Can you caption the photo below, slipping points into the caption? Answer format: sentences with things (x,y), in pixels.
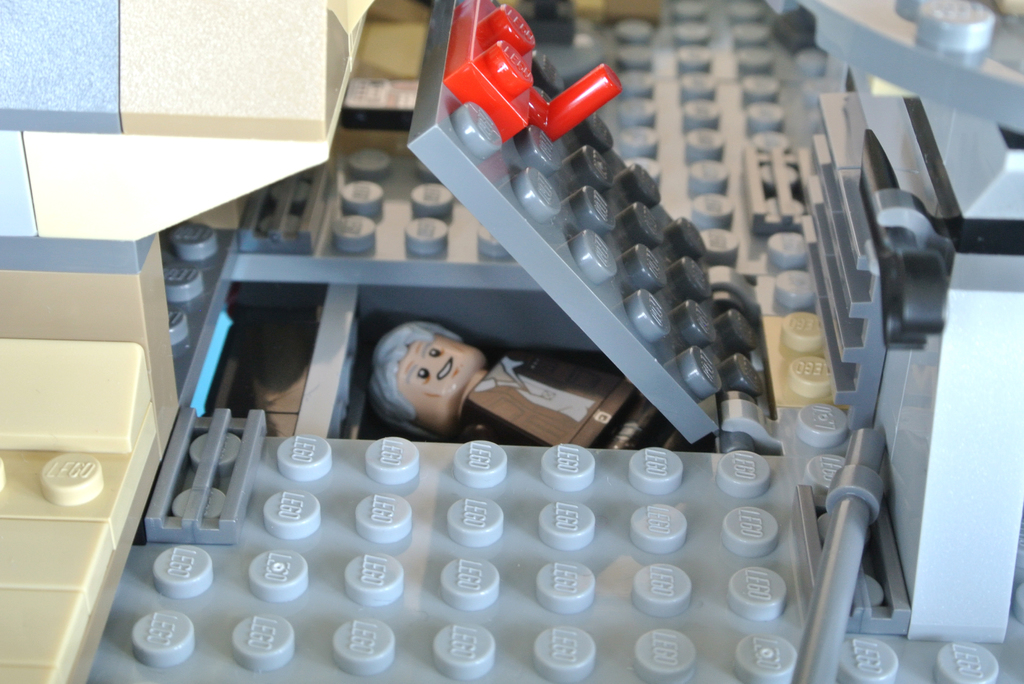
In this image we can see a Lego toys (287,203) and a person's doll (546,393).
